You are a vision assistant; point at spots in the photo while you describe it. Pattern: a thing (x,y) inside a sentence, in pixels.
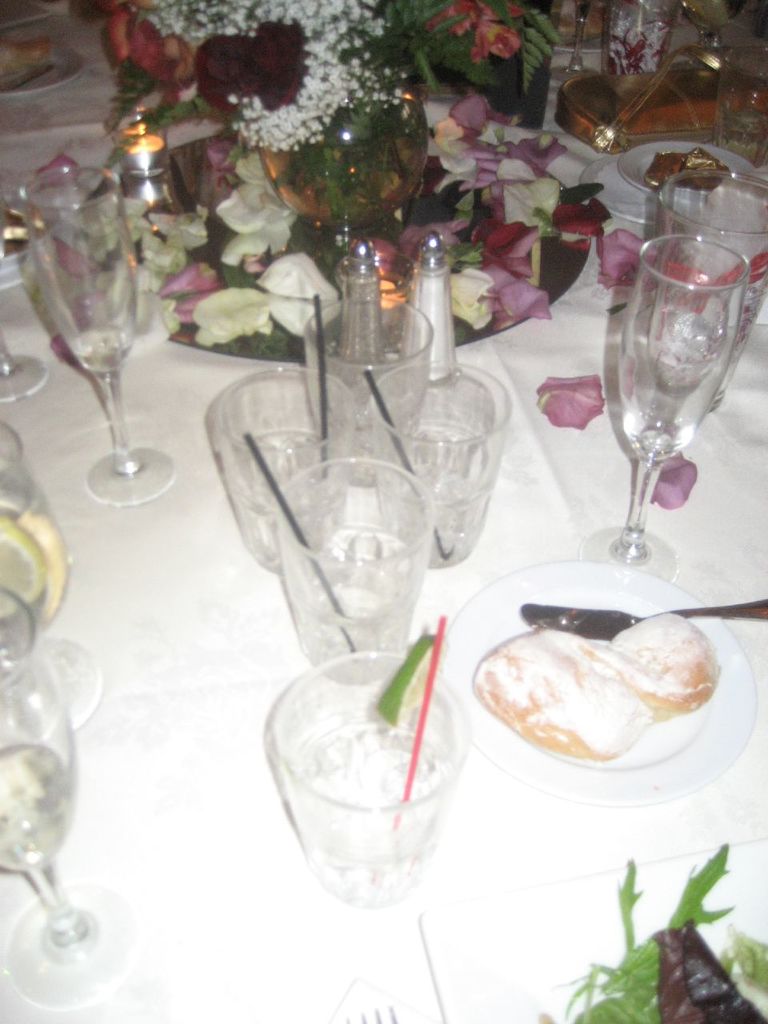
There is table (233,573) in the image. On the table (210,532) there are glasses (348,633) with straws (425,698) in it, food (578,674) in plates (656,733), knives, wine glasses (675,406), candles (135,137) and a flower vase (318,203). At the above right corner (651,92) there is golden handbag (666,83). There are flowers (471,237) on the table (589,445). In the vase (371,178) there is water (358,190) and flowers (299,68).
